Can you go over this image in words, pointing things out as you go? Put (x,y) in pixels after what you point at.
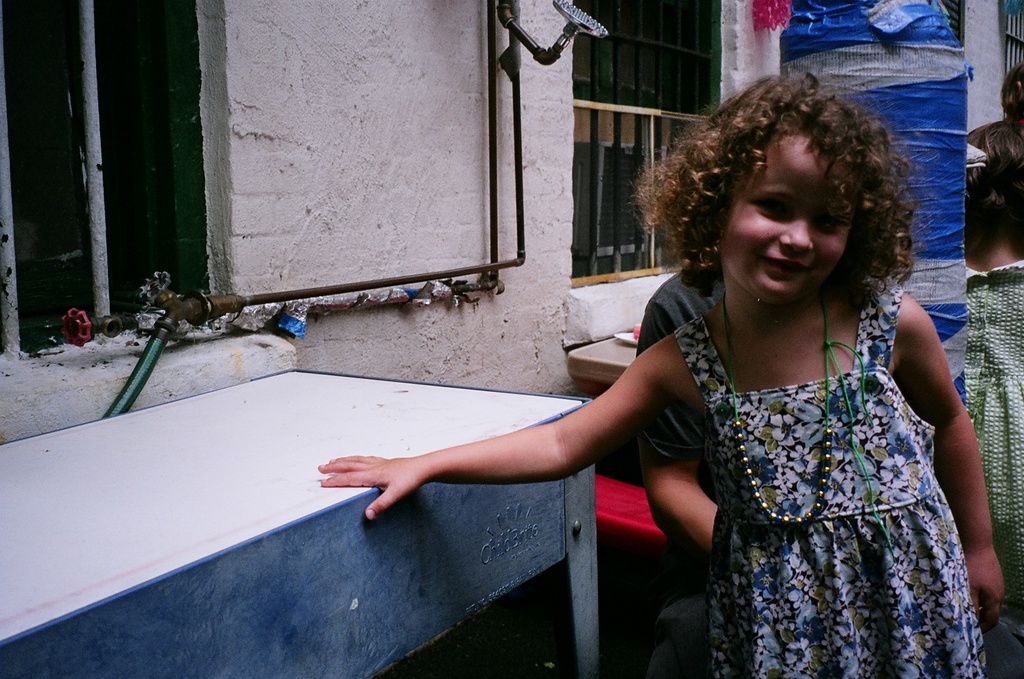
This is the picture of a girl (757,401) who is holding the desk (296,513) in front of her and behind her there is a blue color thing (909,140) and a person (669,315).
